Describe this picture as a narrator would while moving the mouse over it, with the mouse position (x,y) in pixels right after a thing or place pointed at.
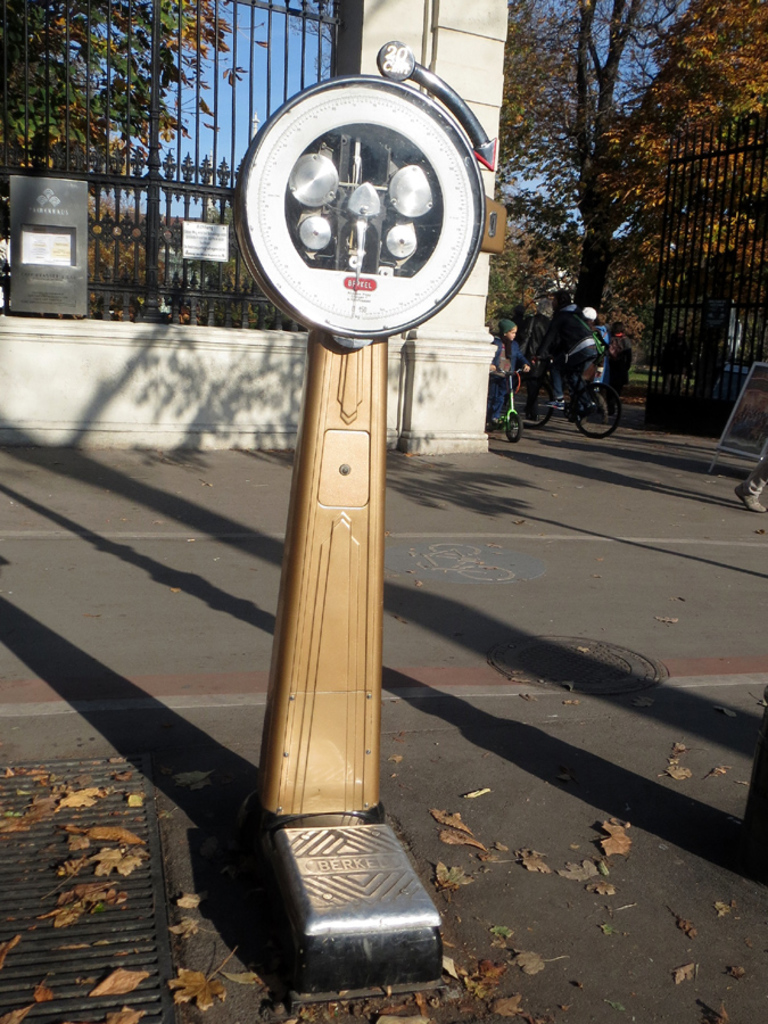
There is a machine (367,455) with a pole (300,656). Near to that there are leaves (402,1002) on the ground (541,825). In the back (196,312) there is a railing (179,74) with pillar (484,379). Also there is a gate (661,289). There are vehicles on the road (560,804). In the background (41,114) there are trees (579,76).
